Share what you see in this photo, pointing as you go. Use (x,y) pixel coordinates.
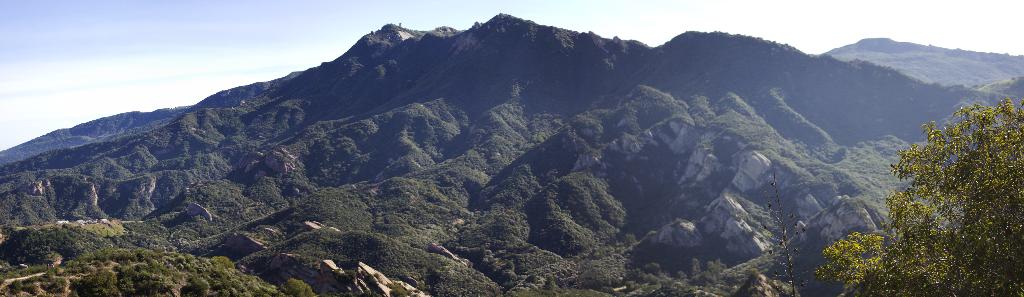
On the right side of the image (1005,247) we can see there is a tree (954,180). In the center of the image (383,174) there are mountains (442,135) and sky (52,101).
